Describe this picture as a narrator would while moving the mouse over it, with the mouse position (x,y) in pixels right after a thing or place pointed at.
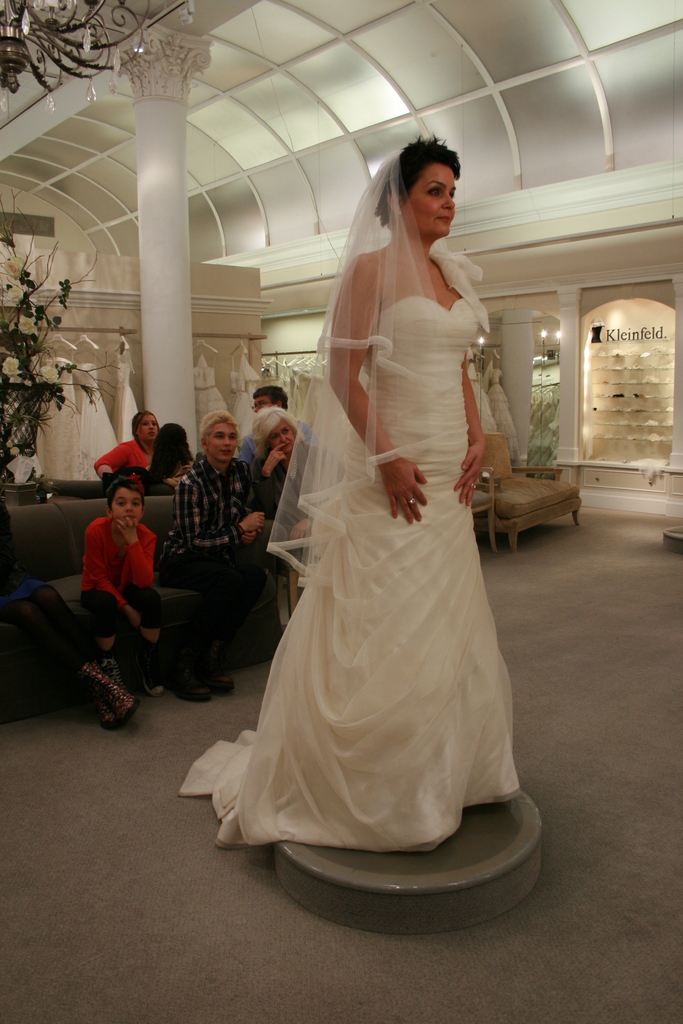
In this picture I can see group of people (201,617) sitting on a surface (266,619). In the foreground (307,619) there is a person (436,575) standing. Behind the person (371,727) we can see a group of dresses (243,375) hanging over a wall (116,307) and a pillar (181,290). At the top (275,181) we can see the roof (299,156). On the right of the image (530,334) we can see the pillars (568,440) and some text (626,334) written on the glass (639,354).
